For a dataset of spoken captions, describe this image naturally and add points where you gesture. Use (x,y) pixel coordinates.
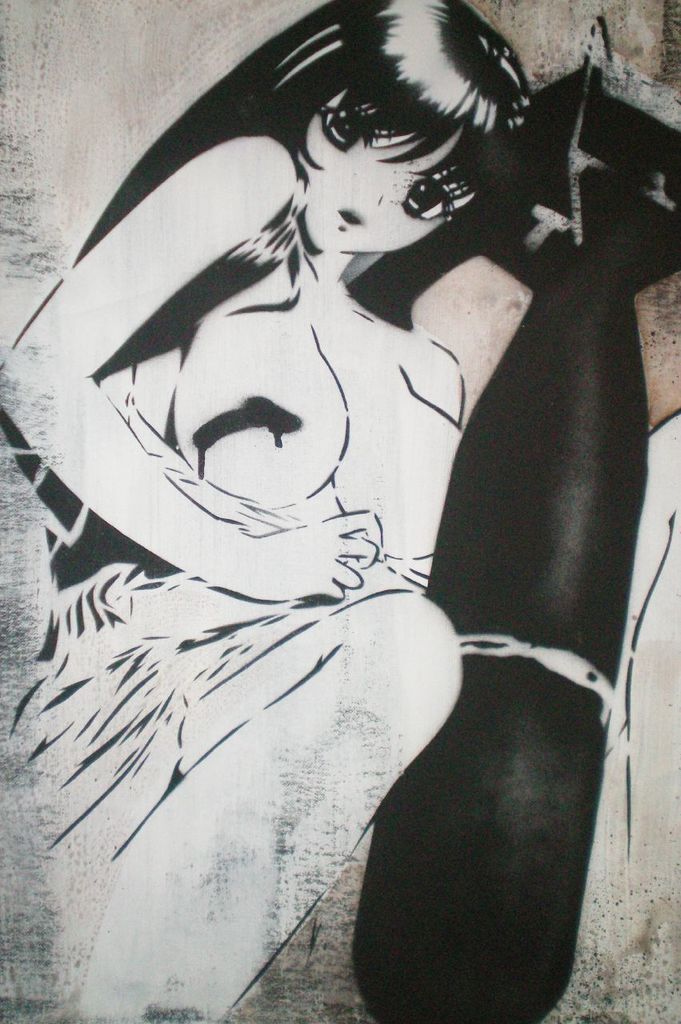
In this image, we can see a sketch (187,538) of a lady (295,471) and an object (528,670) on the paper (477,399).
